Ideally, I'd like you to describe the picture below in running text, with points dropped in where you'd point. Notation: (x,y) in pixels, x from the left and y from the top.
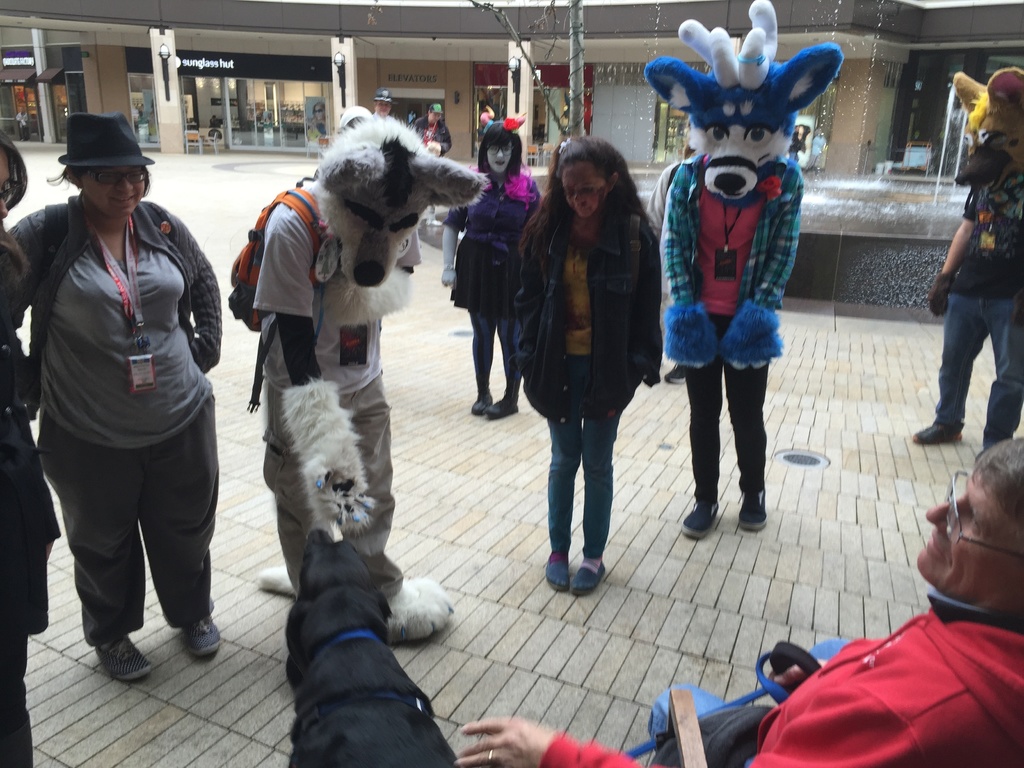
In this picture we can see some people (591,463) are standing, some of them are wearing costumes (385,307), on the right side (854,191) there is a water fountain (819,191), in the background (940,261) we can see some stones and pillars (530,90).
